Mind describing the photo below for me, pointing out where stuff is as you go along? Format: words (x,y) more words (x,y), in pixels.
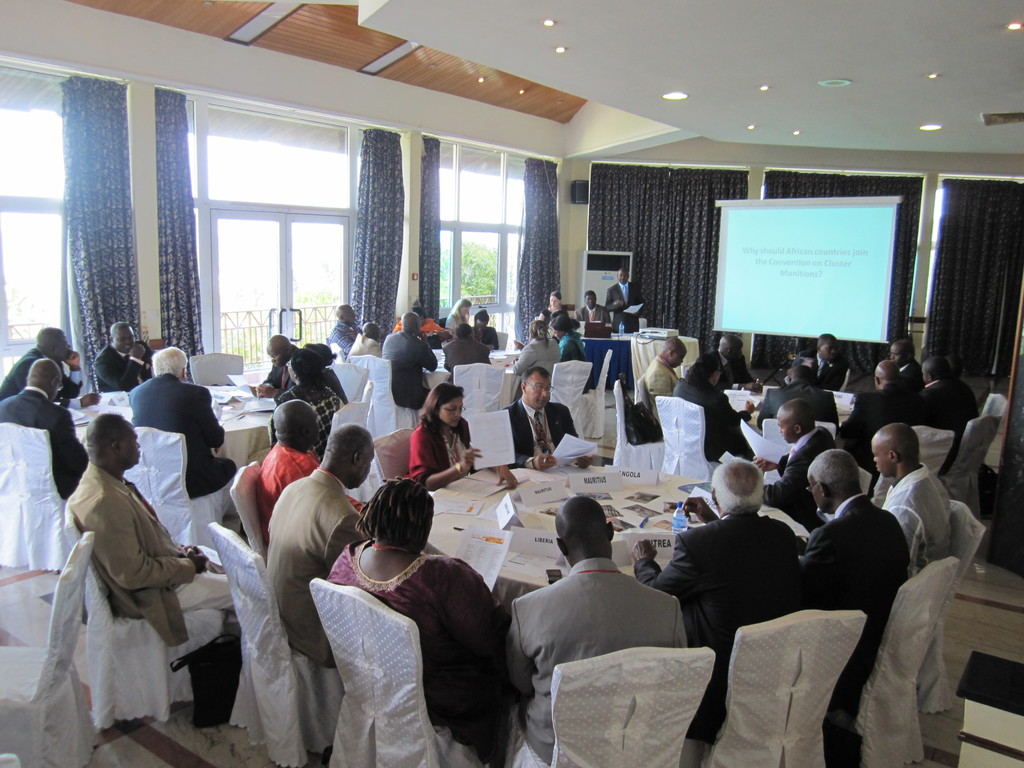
This picture might be taken inside a hall (827,385). In this image, we can see a group of people (716,598) sitting on the chair (612,673) in front of the table (540,521), at that table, we can see a white colored cloth (458,534), boards (520,546), water bottle (683,521) and some papers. In the background (893,303), we can see a screen (859,224), curtains (898,300), air cooler (598,267). On the left side (37,259), we can see curtains (185,273), glass doors (226,287). At the top (782,141), we can see a roof (793,132) with few lights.
